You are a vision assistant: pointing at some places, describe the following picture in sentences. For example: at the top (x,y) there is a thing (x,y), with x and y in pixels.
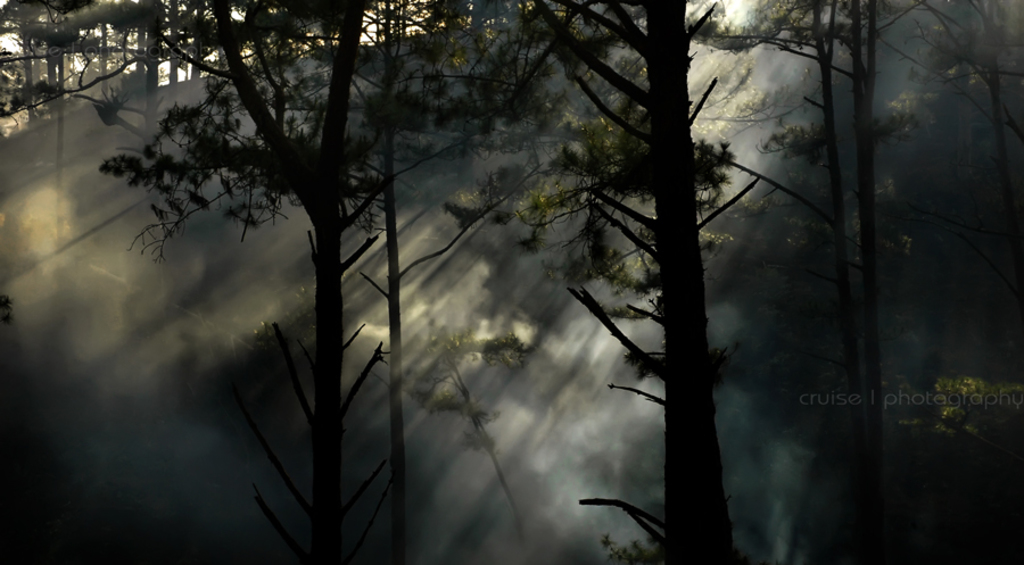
In this image I can see trees (690,142) and sun rays (410,362).
